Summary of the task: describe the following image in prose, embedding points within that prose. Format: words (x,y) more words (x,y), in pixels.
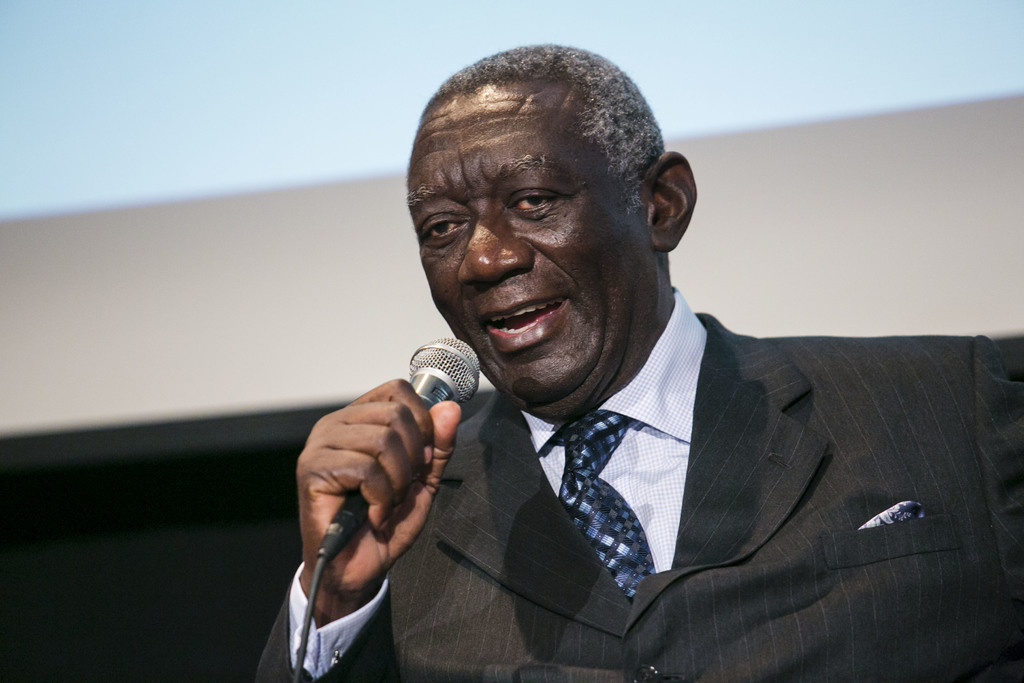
The person (800,483) wearing black suit (789,466) is speaking in front of a mic (417,391).
